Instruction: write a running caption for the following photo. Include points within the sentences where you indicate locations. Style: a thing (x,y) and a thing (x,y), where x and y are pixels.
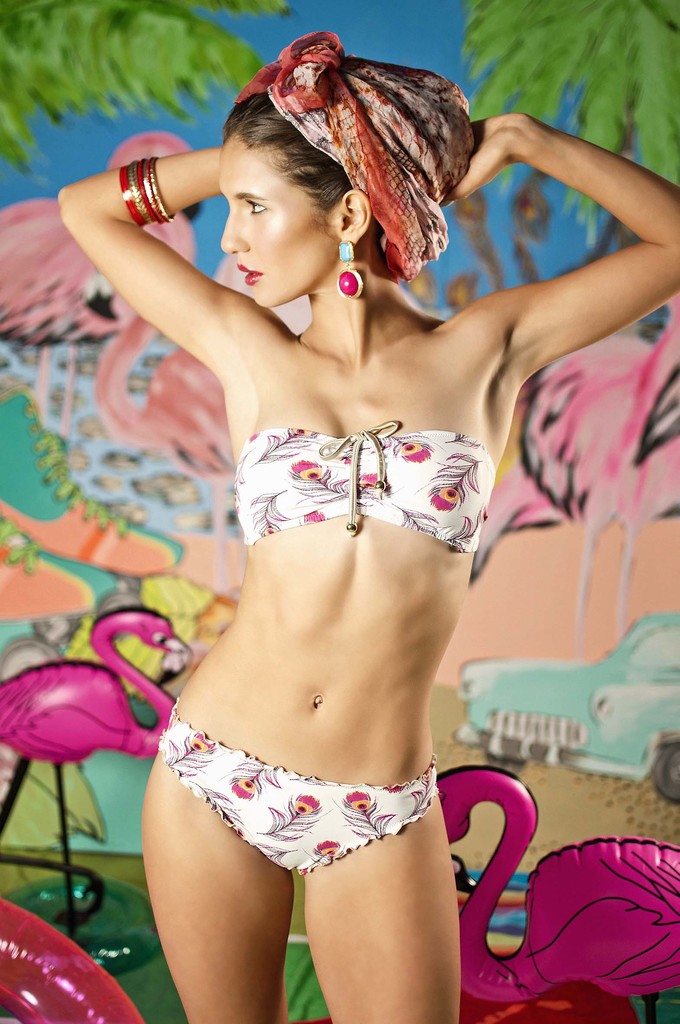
We can see a woman (382,441) is standing and there is a cloth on her head (454,119). In the background (121,369) there are birds (83,749) toys (49,719) and pictures (173,441) of birds (112,295), car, water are on the wall (190,450).
